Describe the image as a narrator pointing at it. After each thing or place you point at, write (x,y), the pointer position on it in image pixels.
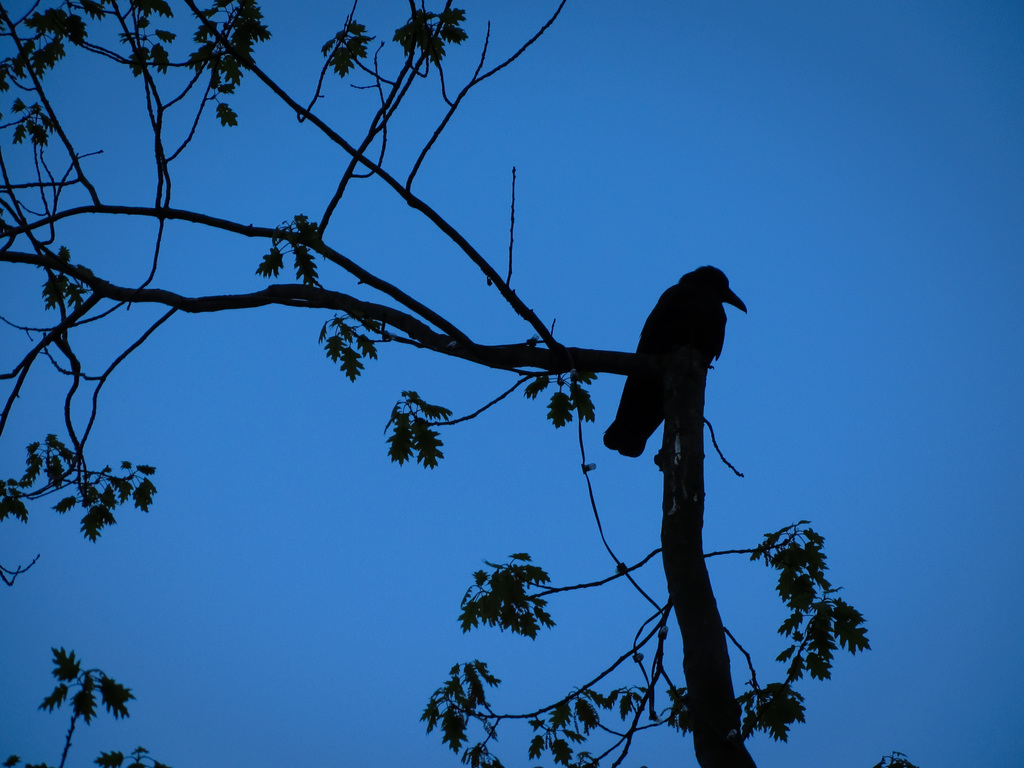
In this image there is a bird (685,303) standing on the branch (624,365) of a tree (666,363).
